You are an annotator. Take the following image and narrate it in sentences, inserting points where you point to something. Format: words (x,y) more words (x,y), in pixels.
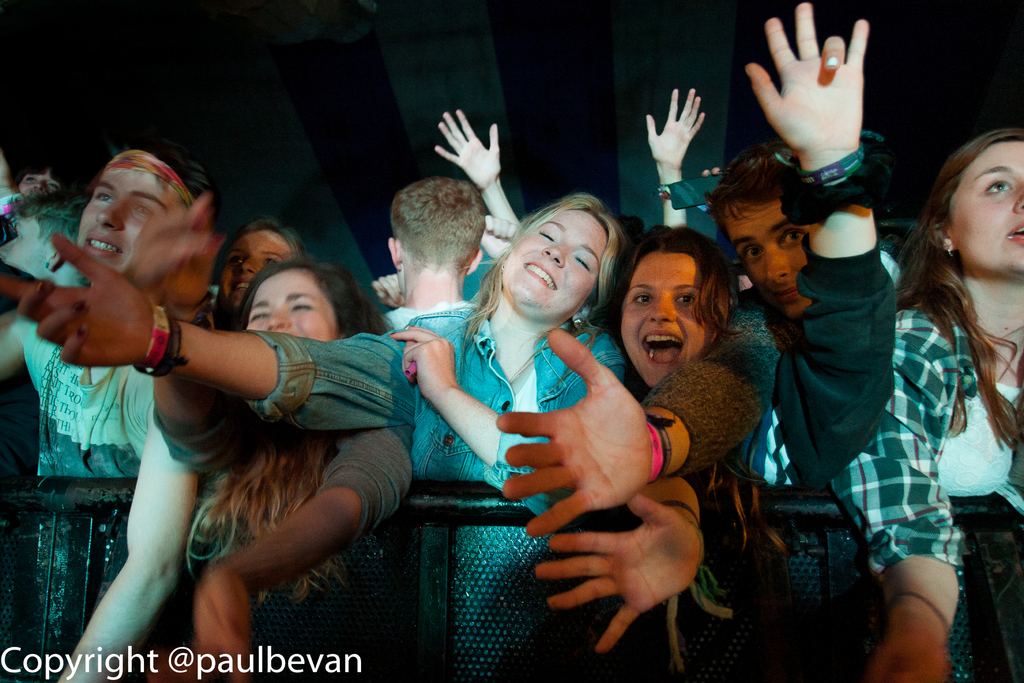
In this picture I can see few people (457,300) standing and I can see metal fence (31,486) and text (88,653) at the bottom left corner of the picture (38,658) and I can see dark background (156,86).
